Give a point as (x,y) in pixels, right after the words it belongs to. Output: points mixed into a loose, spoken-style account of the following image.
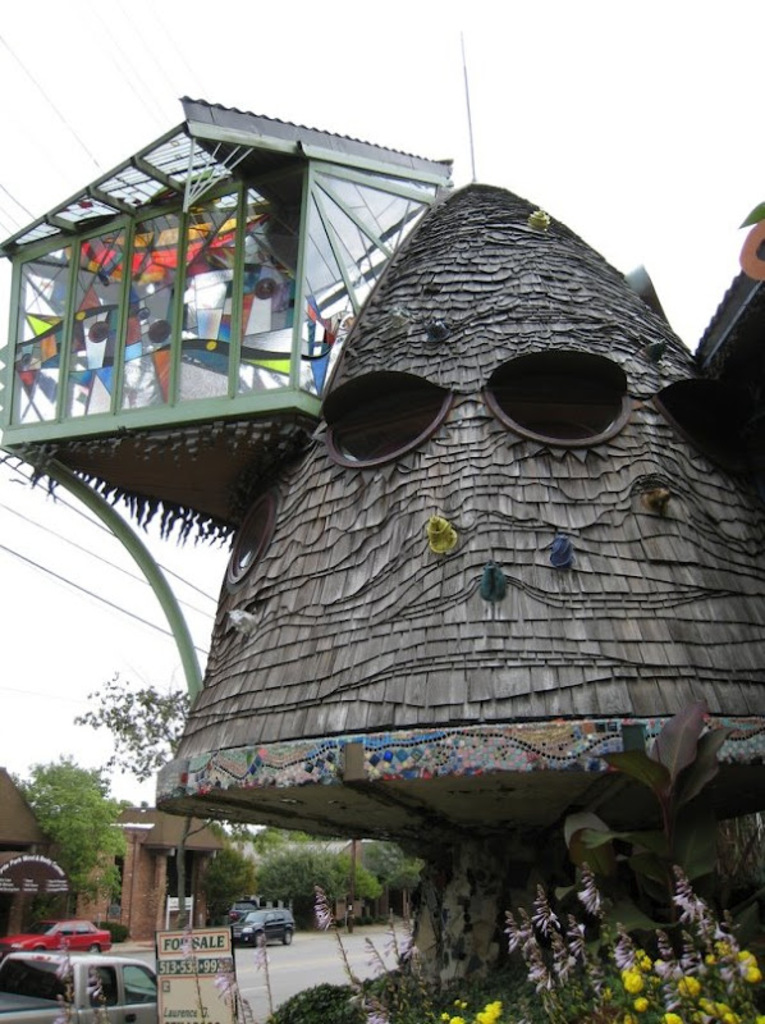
In this picture we can see a house (483,374) in the front (464,372), at the bottom (680,935) there are some plants (570,984) and flowers (659,934), on the left side (188,956) there are cars (264,935) and a board (219,964), we can see trees (235,868) in the background (67,828), there is the sky (356,75) at the top of the picture (458,11).
